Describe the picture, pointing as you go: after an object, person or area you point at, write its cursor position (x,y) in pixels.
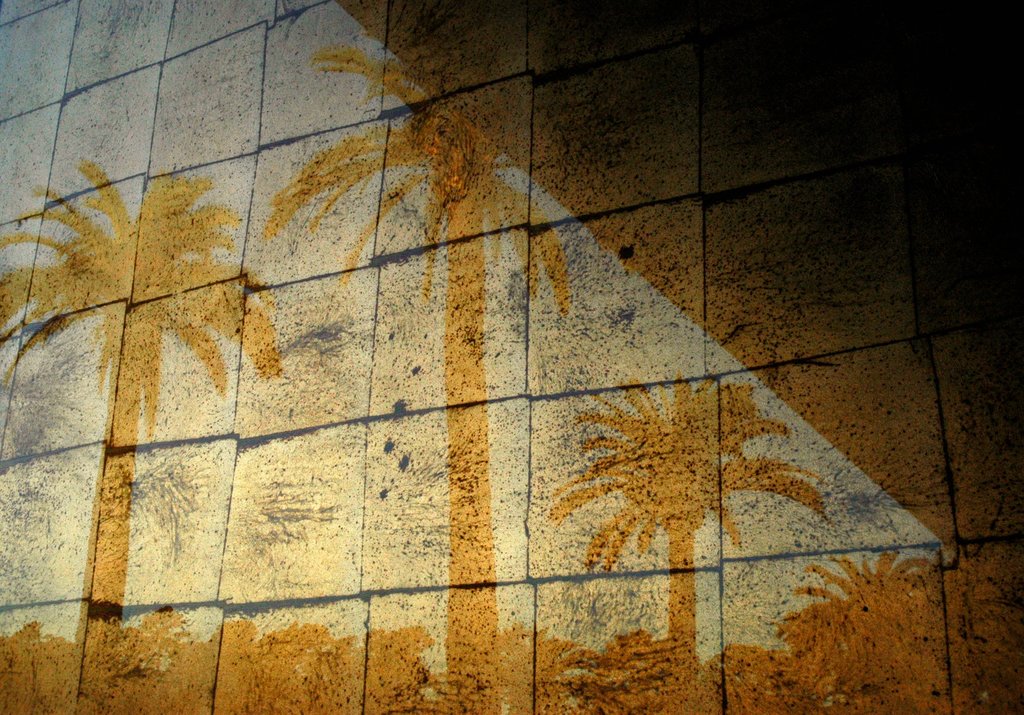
Shadow (481,556) of palm trees (629,424) is casting on a wall (370,111) with large bricks (368,364). There are black lines (367,441) in between the bricks (339,610).
